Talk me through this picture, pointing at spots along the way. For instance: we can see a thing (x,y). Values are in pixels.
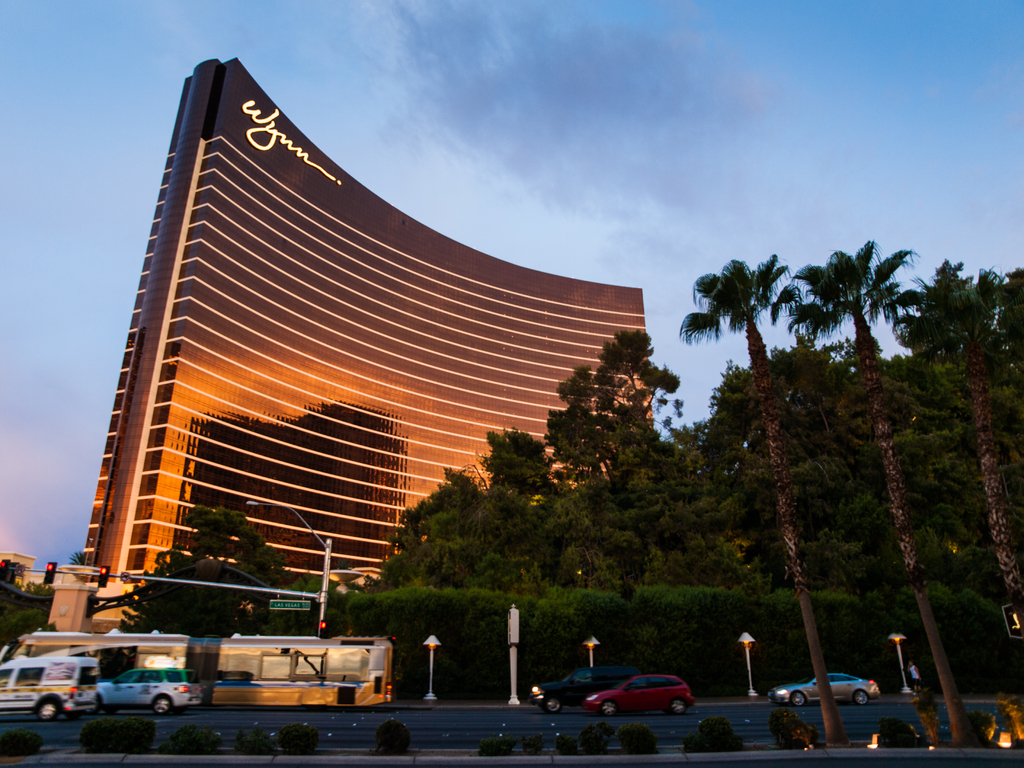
In this picture I can see the road (482,725) in front (374,711), on which there are vehicles (207,639) and I can see the plants (141,725), light poles (514,662), traffic signals (50,579) and a person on the right bottom of this picture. In the background (886,664) I can see the trees (650,489), a building (304,279) on which there is something written and I can see the sky (539,150).
